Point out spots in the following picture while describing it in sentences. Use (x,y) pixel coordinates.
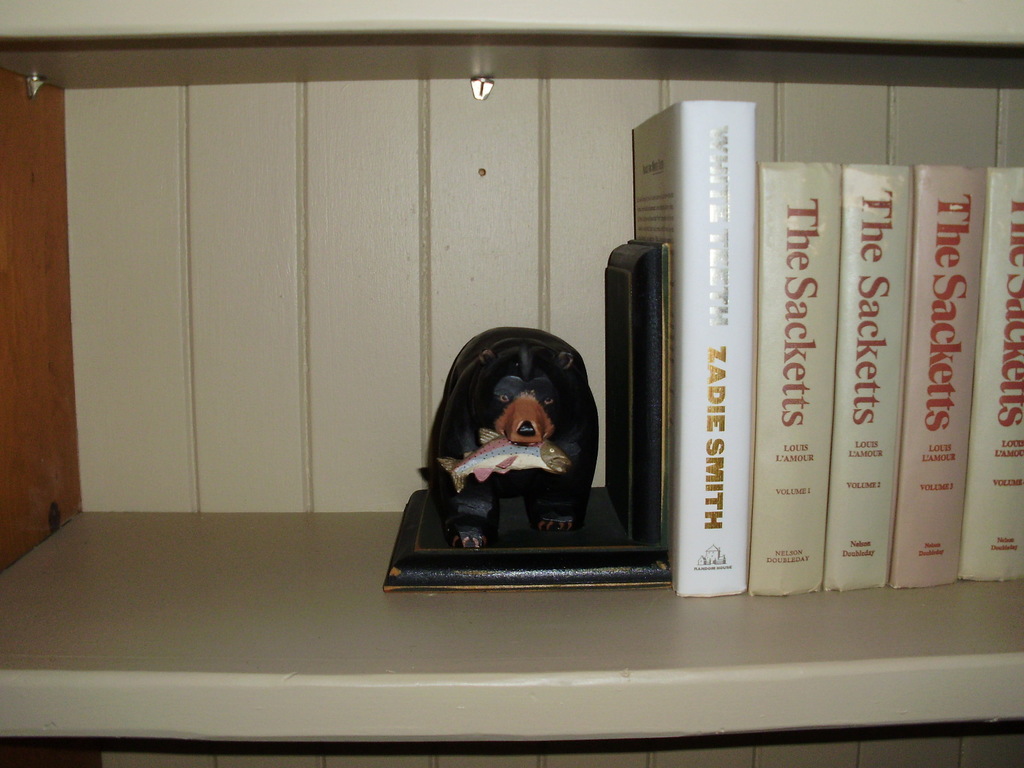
In this picture there are books (740,463) in the shelf (802,141) and there is a sculpture (525,472) of a bear (549,352) holding the fish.
